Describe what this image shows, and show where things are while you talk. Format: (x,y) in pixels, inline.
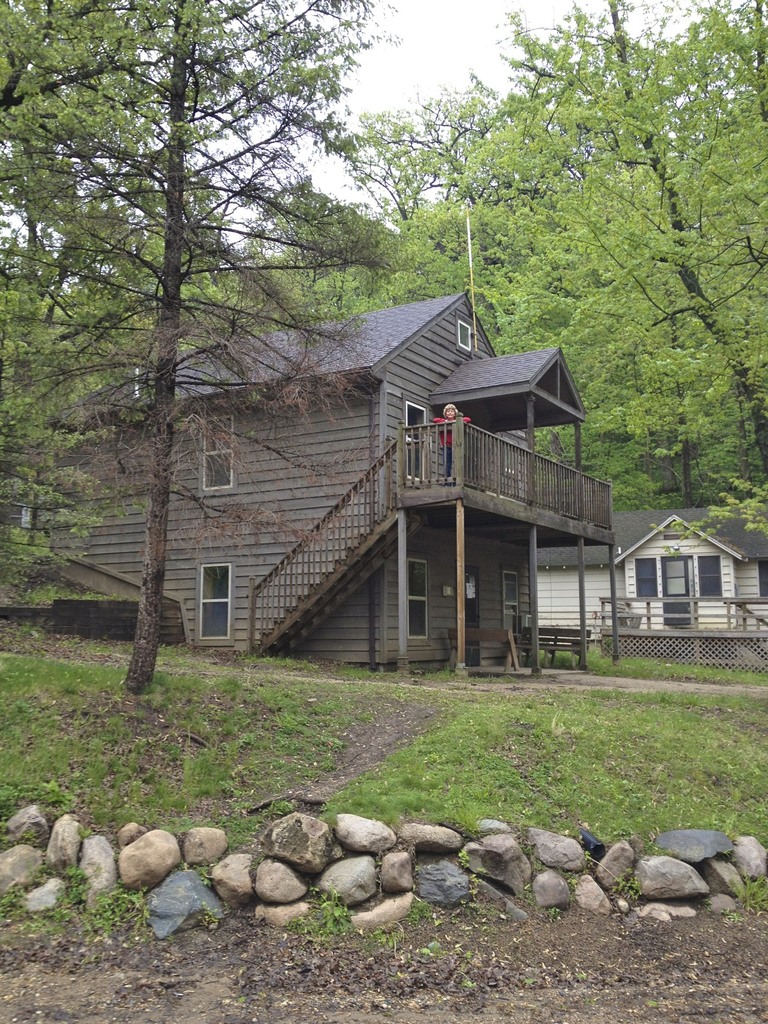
This image consists of a house (304,496) made up of wood (381,459). In the front (412,468), we can see a person (451,472) standing on the balcony (456,462). At the bottom (453,690), there are rocks (418,872) and green grass (423,794) on the ground (398,798). On the left (131,216) and right, there are trees (478,197). At the top (352,38), there is sky (390,28).
